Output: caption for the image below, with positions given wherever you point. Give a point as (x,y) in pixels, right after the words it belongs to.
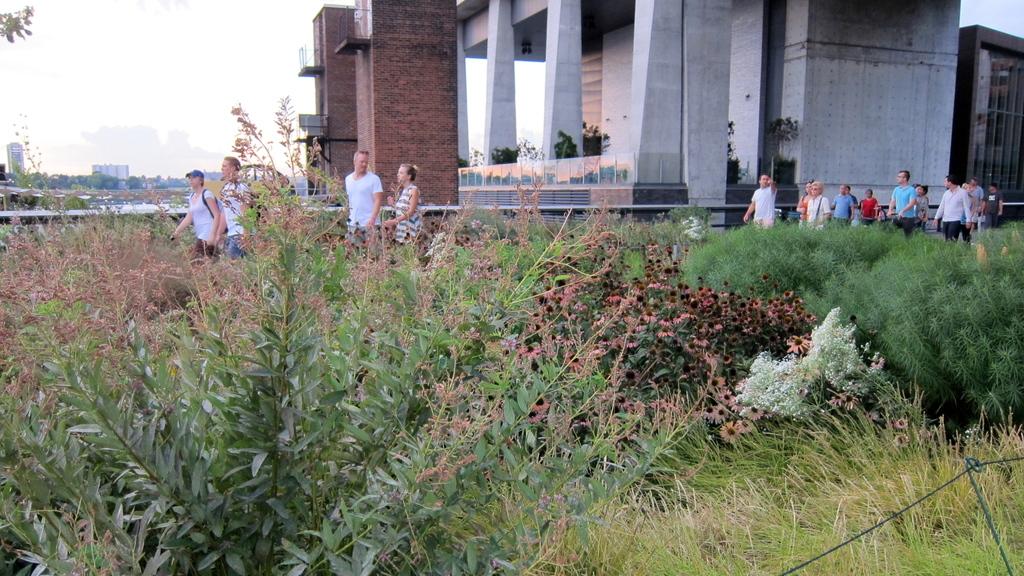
In this picture we can see some person (946,213) walking in the ground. Behind there is a concrete house (613,119) and a brick wall (433,114). In the front (448,325) bottom side there is a grass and plants (4,570).
